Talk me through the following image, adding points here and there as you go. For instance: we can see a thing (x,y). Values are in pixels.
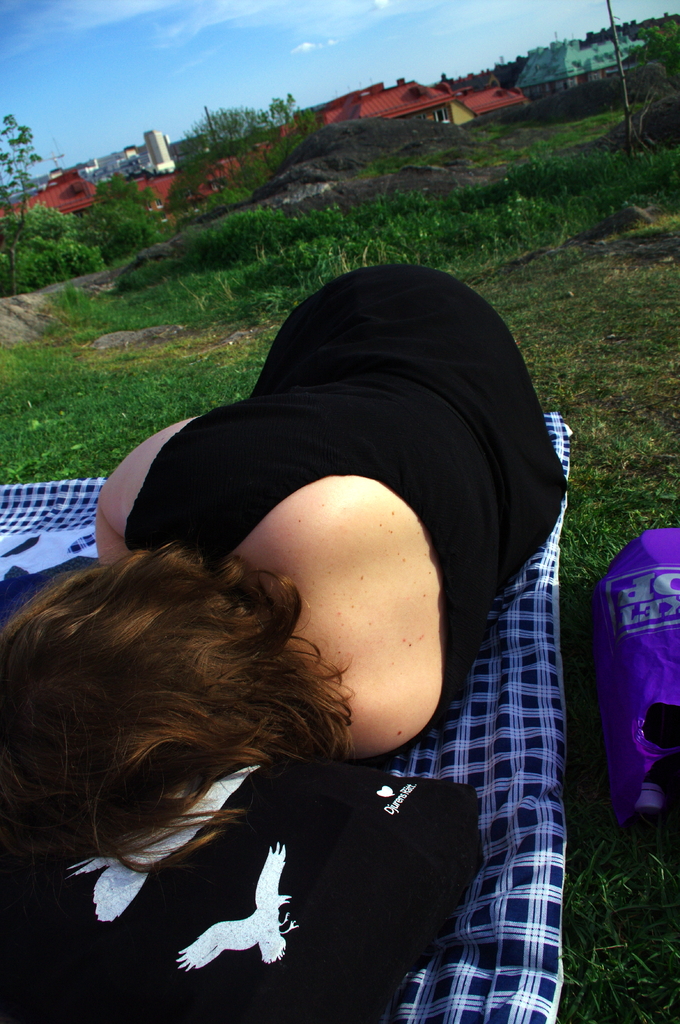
In the image we can see a woman (327,525) wearing clothes (252,523) and she is lying. Here we can see the bed sheet (490,736) and the pillow (288,830). Here we can see the grass (76,372), houses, trees (229,153) and the sky (181,80).
